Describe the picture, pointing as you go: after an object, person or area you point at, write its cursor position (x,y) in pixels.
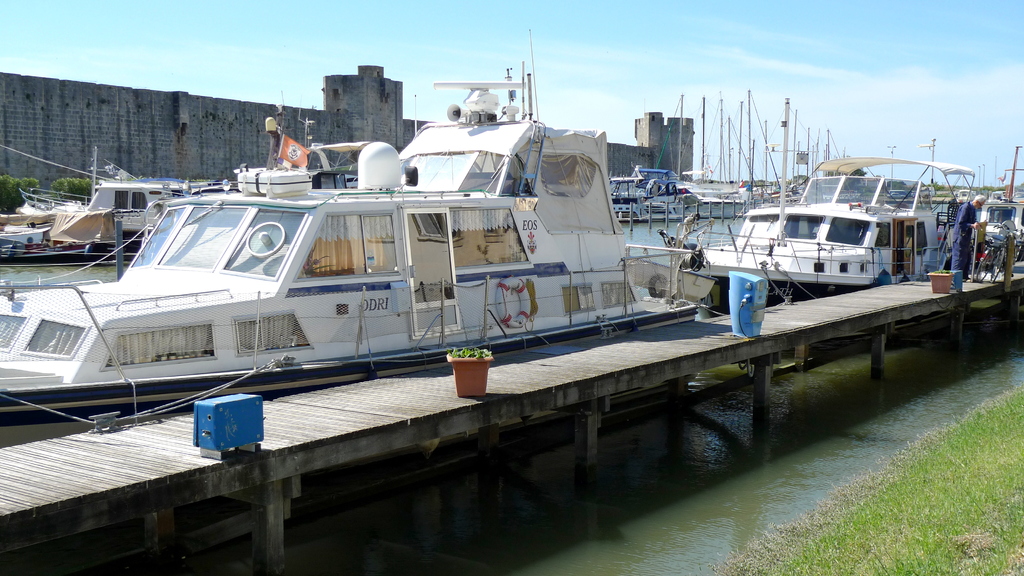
In this image I can see many ships (367,257) on the water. These ships (483,222) are in white color. To the side of the ships (210,389) I can see the wooden surface (360,424) and there are pots (464,379) and boxes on it. To the right (915,482) there is a grass (903,489). To the left (195,99) I can see the wall (294,120). In the background (618,20) there is a sky (626,37).
